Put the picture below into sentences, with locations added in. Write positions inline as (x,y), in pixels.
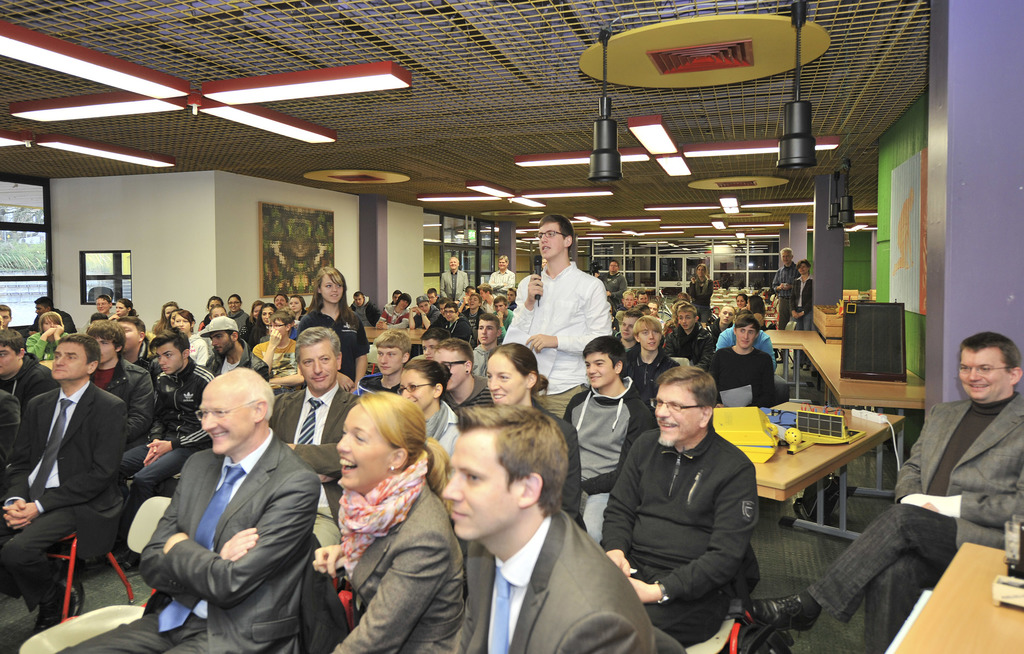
In this image there are people (270,405) sitting and standing. The man (567,334) in the center (569,331) wearing a white colour shirt (561,330) is holding a mic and speaking. In the front (354,552) woman (377,560) sitting on chair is smiling. In the background (542,192) there are lights (652,125) on the top (651,138). On the right side (822,359) there is a table (825,365). On the left side (34,274) there is a window (22,282) and on the wall (93,240) there is a frame (294,249). At the top (837,194) there are lights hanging which are black in colour.
